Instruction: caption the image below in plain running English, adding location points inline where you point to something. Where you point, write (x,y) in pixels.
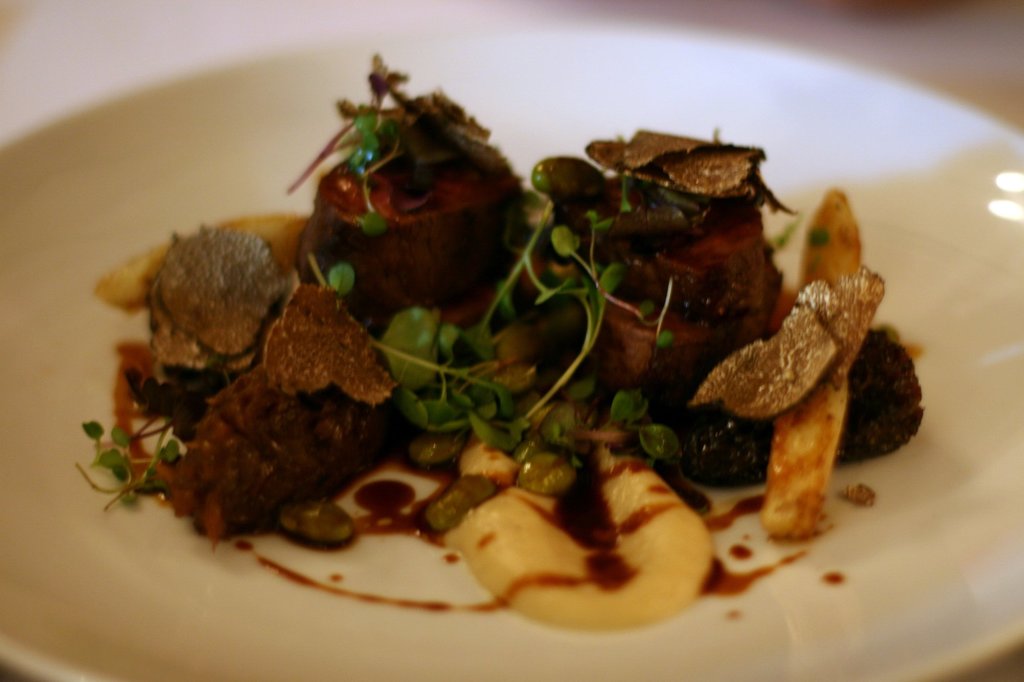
In this picture I can see a food item (390,333) on the plate (908,581), and there is blur background (472,5).
